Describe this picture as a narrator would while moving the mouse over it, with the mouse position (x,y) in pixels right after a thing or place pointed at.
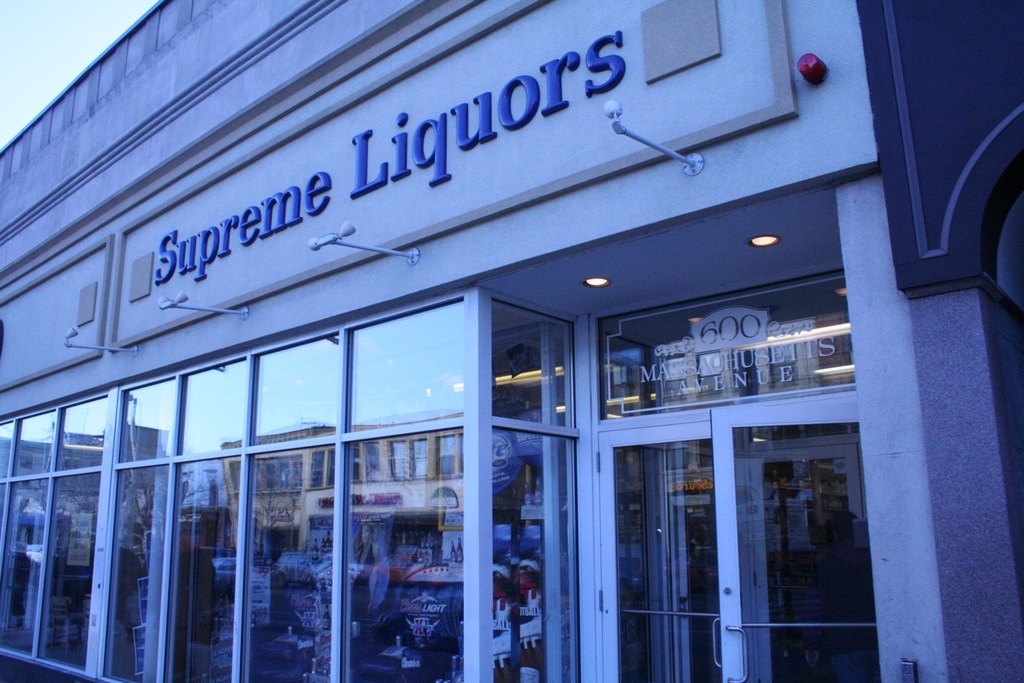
In this image I can see a building (519,228) in front (604,15) and I can see something is written on it and I can see the lights (696,156) in the middle of this picture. On the bottom of this picture (416,510) I can see the window glasses (460,475) and I can see the buildings (235,479) on the reflection (274,423) of the glasses (370,473).
